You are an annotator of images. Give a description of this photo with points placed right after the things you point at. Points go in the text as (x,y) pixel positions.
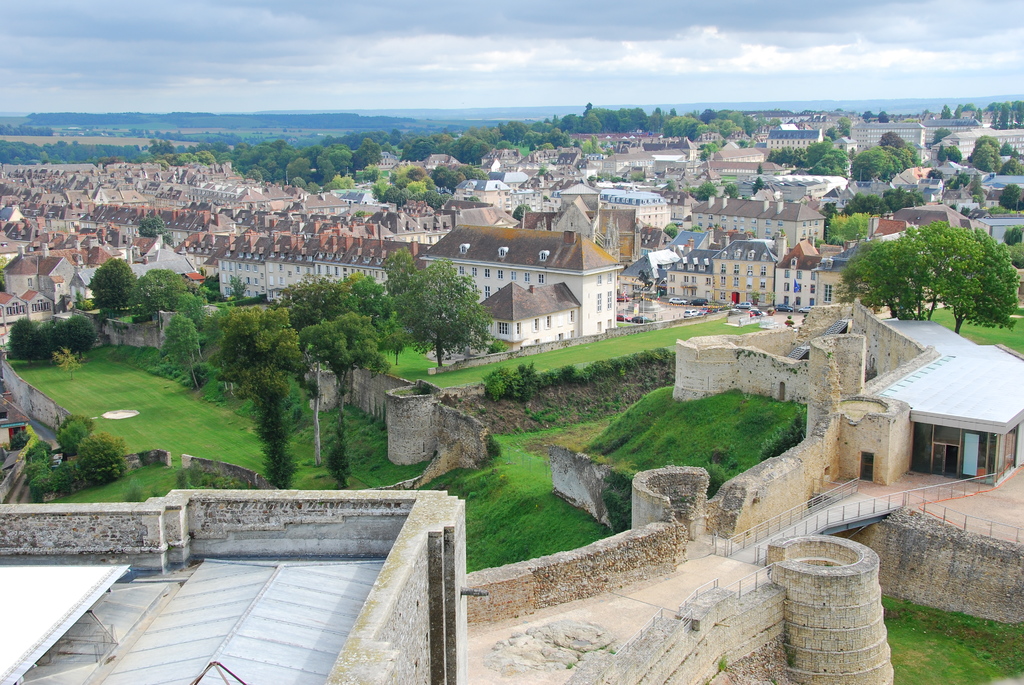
In this image I can see number of buildings (609,264) and in between the buildings (423,504) there are trees (301,371) and plants (298,392). In the background (376,85) there is sky (489,85).
